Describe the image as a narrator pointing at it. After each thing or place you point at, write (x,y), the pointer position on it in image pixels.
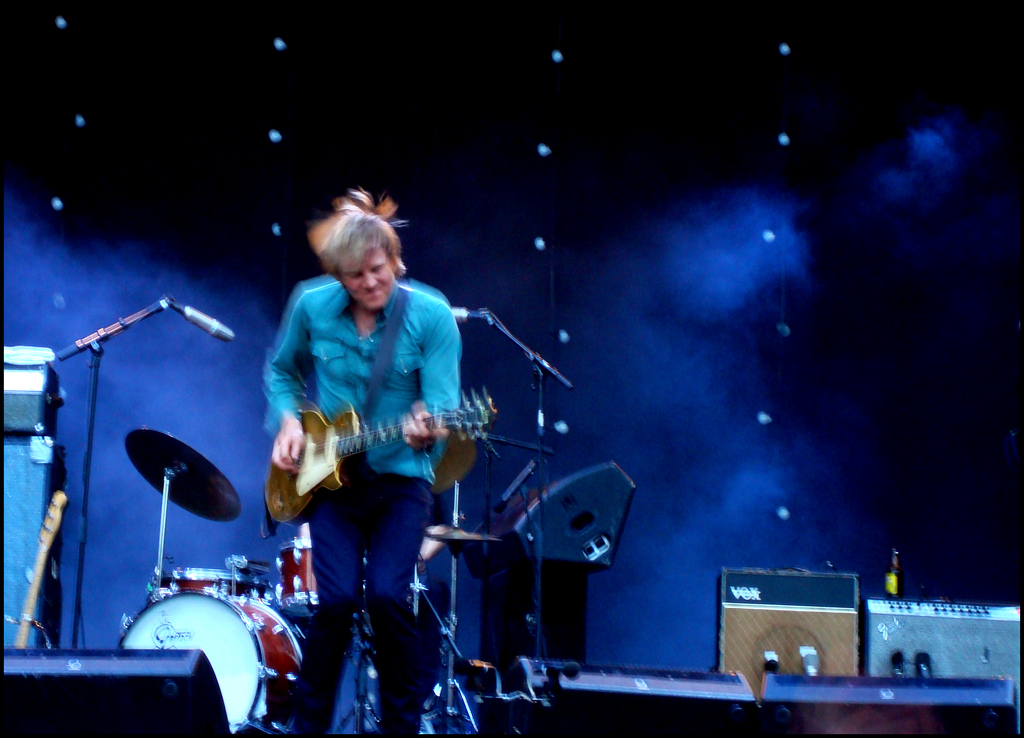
In the middle of the image (351,389) a man (330,389) is playing guitar (284,492). Behind him there is a drum (195,486). Bottom Left side of the image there is a microphone (207,317). Bottom right side of the image (1006,656) there are some electronic devices (842,586).
